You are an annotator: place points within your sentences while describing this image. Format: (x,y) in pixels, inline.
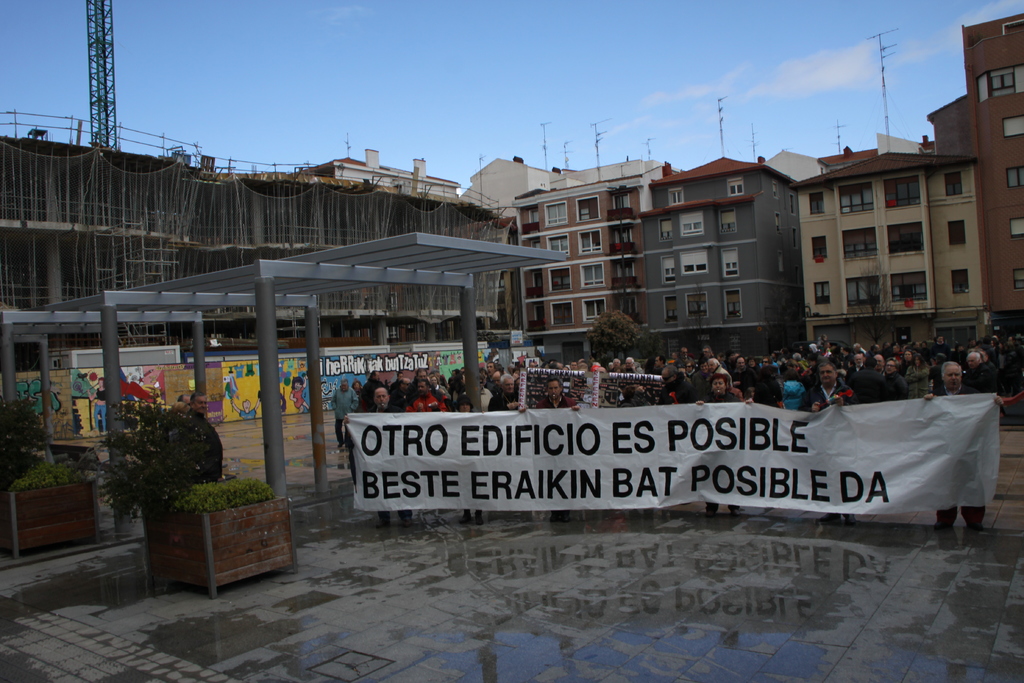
In this image I can see the ground (394,601), some water (455,639) on the ground (678,643), few plants (243,499) which are green in color and number of persons (557,393) are standing and holding a huge banner (582,444) which is white and black in color. In the background (761,273) I can see few buildings (549,283), few trees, few antennas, a tower (112,67) and the sky (704,124).
